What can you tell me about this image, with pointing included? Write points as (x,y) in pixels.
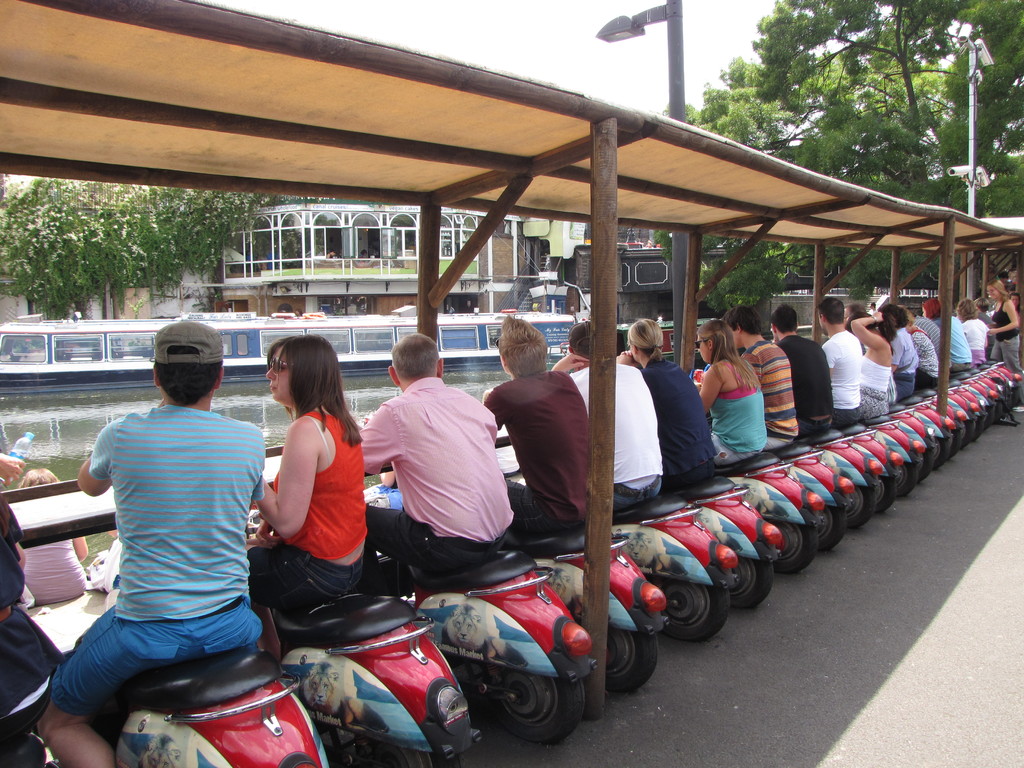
There are persons (710,391) in different color dresses (933,339) sitting on the seats (147,689) of scooters (793,510) which are arranged on the road (495,751). Above them, there is a roof (542,151) attached to the poles (610,228). In the background (913,288), there is water (2,392), there are trees (984,94), a building (391,256) and there is sky (380,20).
